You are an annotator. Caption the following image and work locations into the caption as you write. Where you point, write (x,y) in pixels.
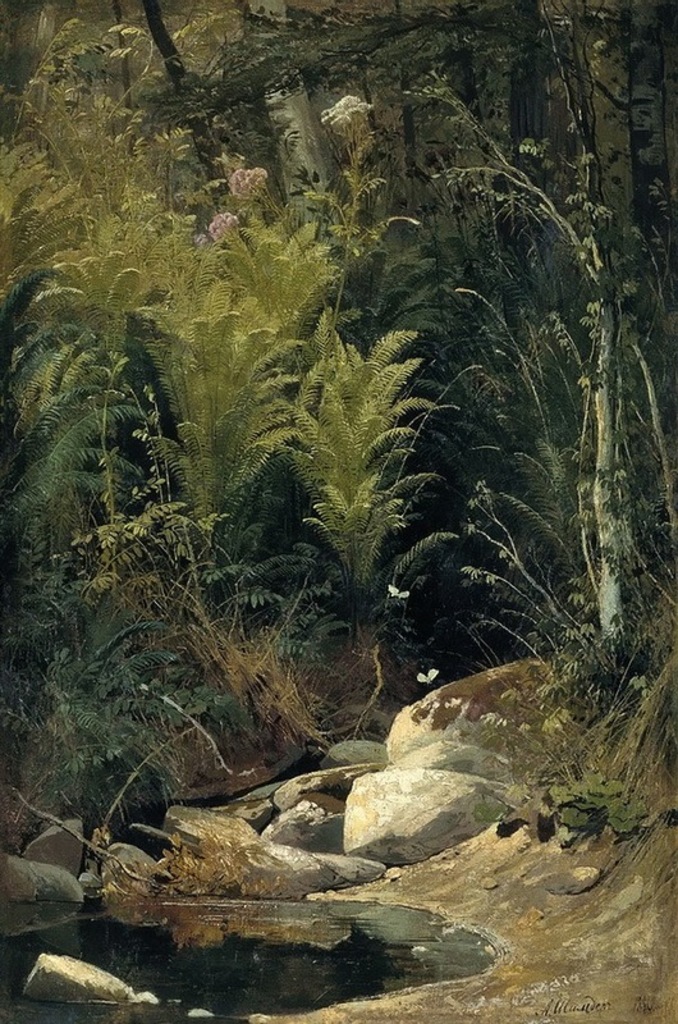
In this image I can see water (354,915), stones (275,863), grass (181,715), plants (285,492) and trees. This image looks like a painting.
